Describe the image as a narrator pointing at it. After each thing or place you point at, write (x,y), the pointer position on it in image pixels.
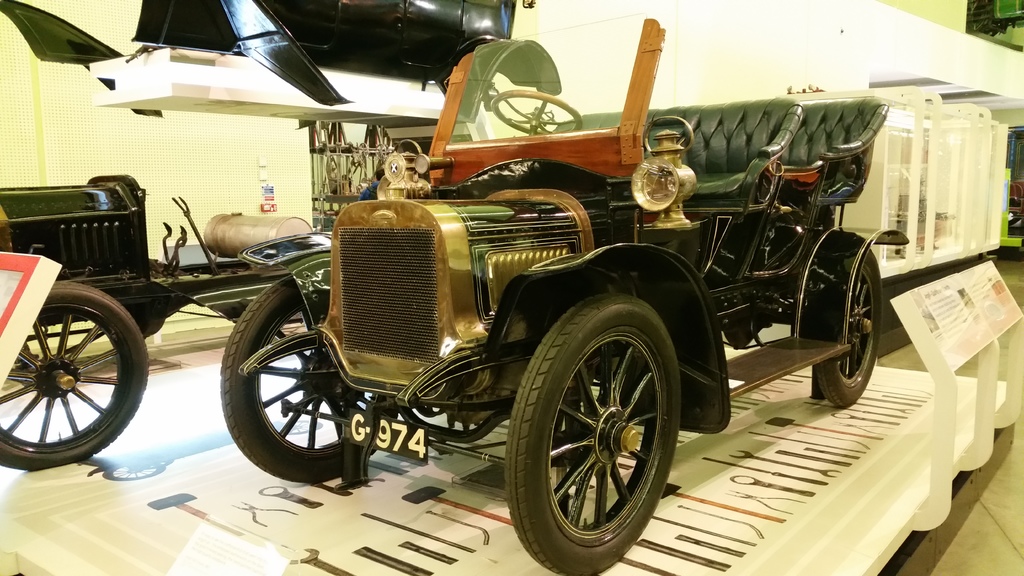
In the center of the image (406,356) we can see vehicles (533,531) on the platform (824,454). And on the platform (829,454), we can see the paper (961,331) with some text (945,320) and some designs (797,456) on it. In the background (287,121) there is a wall (198,146) and a few other objects (912,174).
